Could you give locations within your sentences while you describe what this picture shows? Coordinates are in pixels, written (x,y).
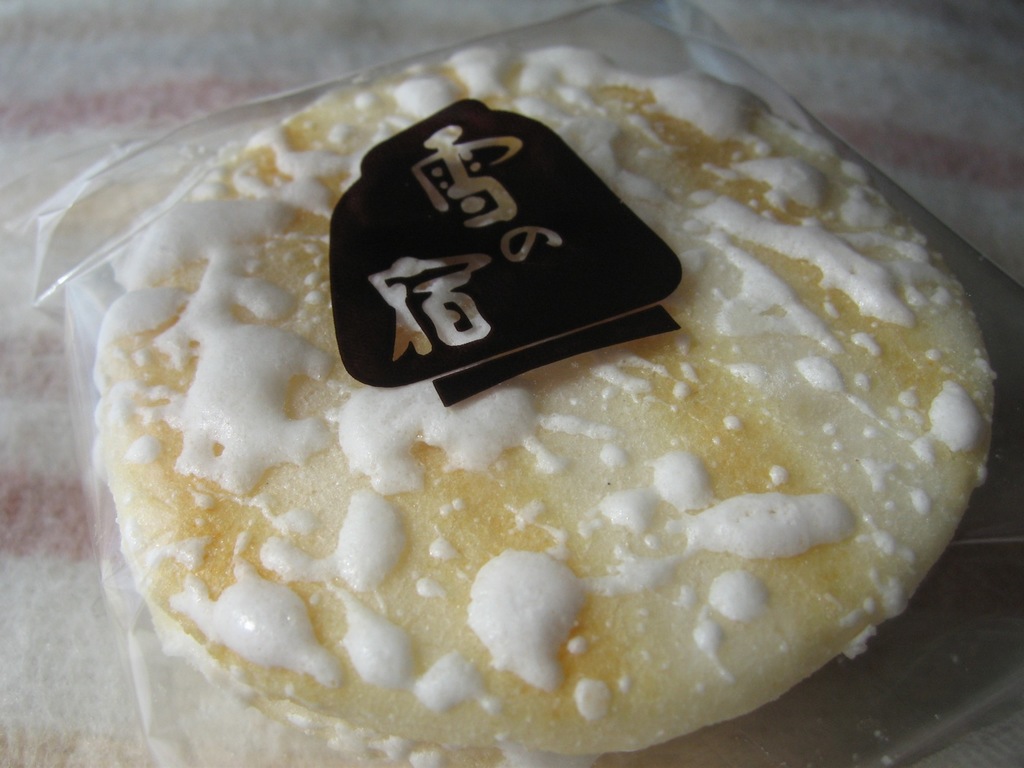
In the middle of the image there is food (703,726) on a table (889,16).
